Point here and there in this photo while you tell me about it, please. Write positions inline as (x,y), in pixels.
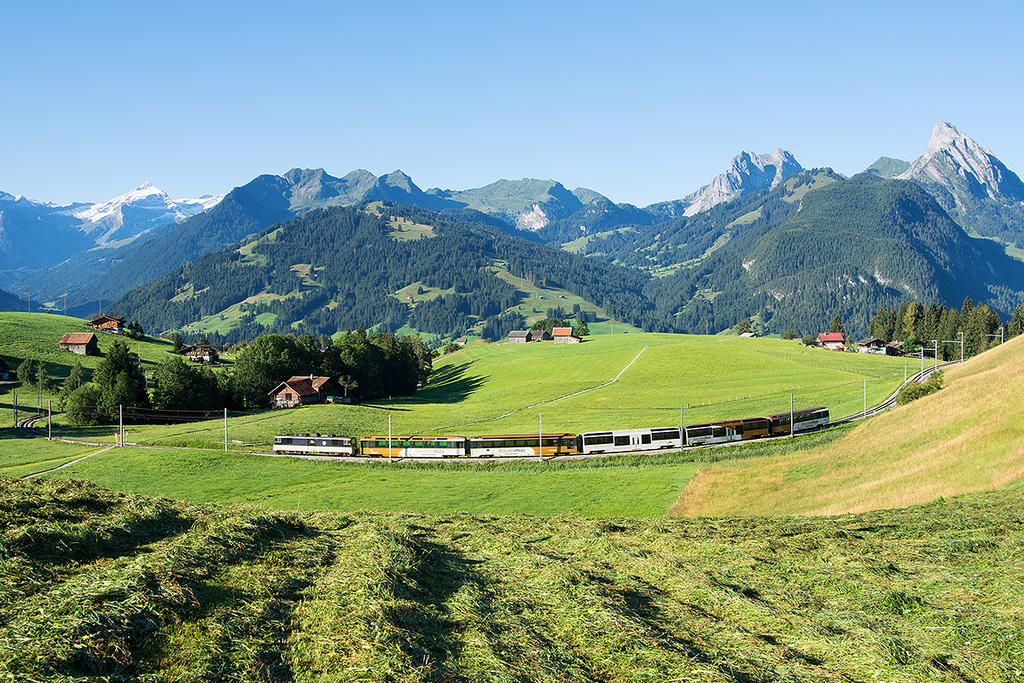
In this image we can see a train (425,448) on the track (314,456), there are some houses (311,377), plants (205,391), trees (486,253), poles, mountains (476,224) and grass (201,623), in the background (459,91) we can see the sky (504,91).
